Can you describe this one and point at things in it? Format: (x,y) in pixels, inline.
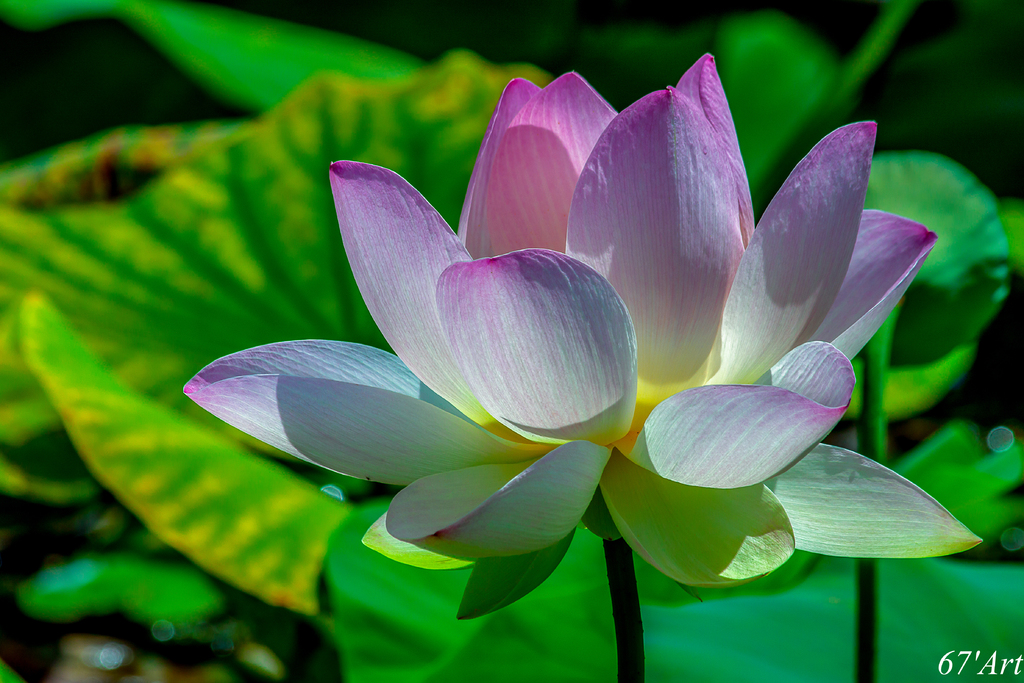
In this image there is a lotus flower (593,465). Behind there are plants (145,461) having leaves (145,461).
